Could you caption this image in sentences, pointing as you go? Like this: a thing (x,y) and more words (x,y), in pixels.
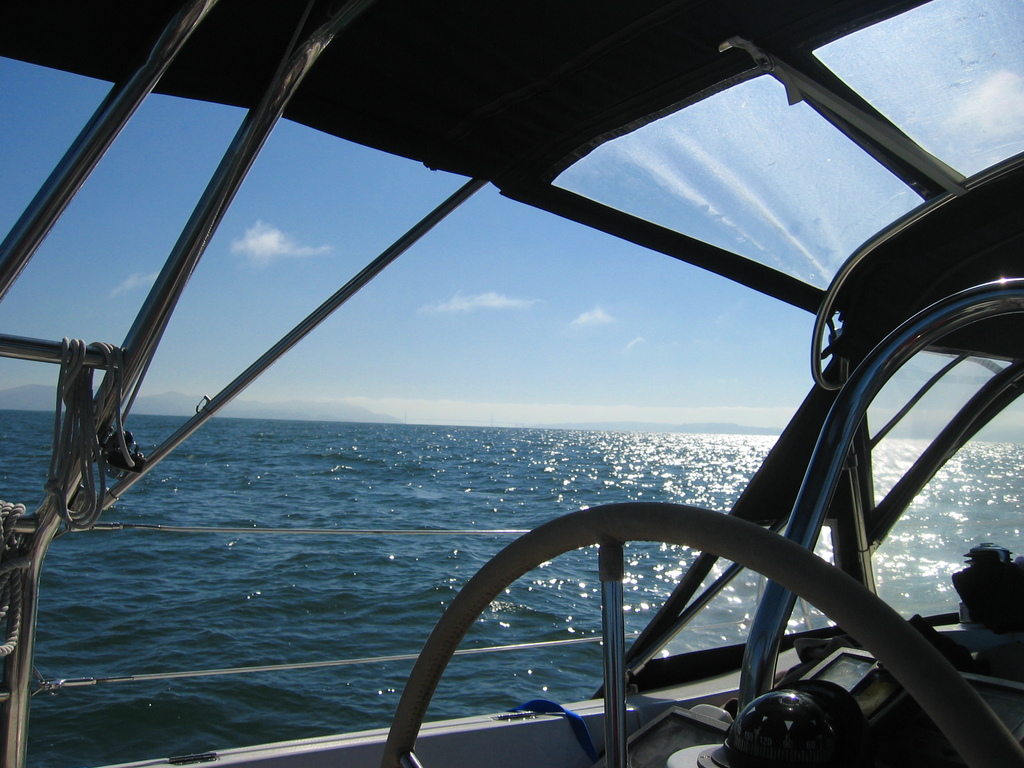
We can see ship (965,53) and water (500,462). We can see sky (556,392).
